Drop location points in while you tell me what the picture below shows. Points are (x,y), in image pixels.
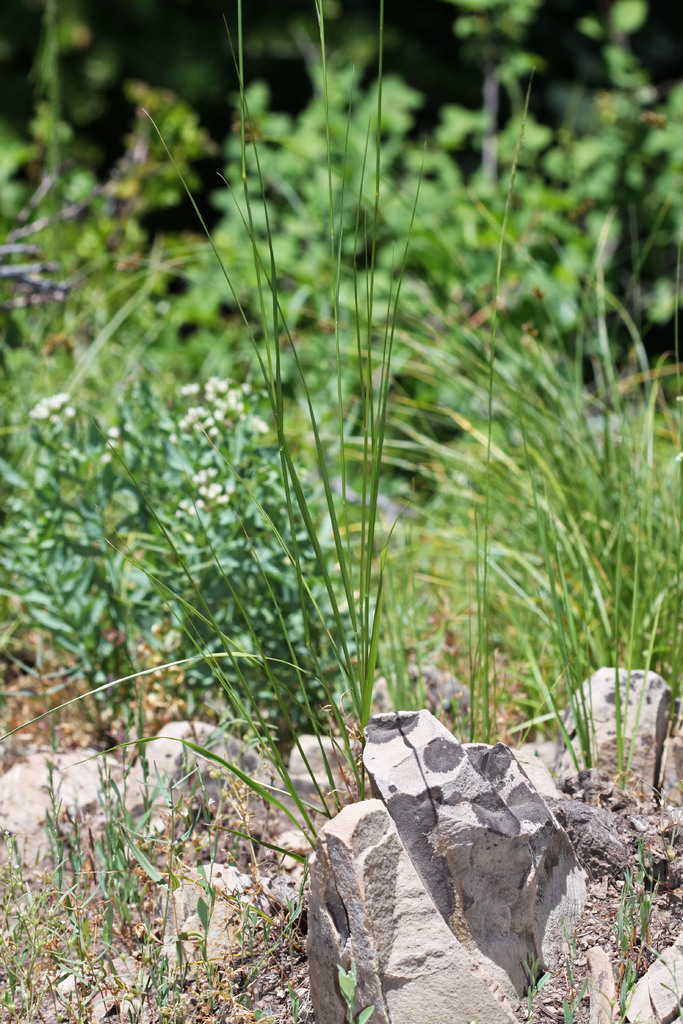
In this image we can see some plants (249,663), stones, flowers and grass (208,612).
